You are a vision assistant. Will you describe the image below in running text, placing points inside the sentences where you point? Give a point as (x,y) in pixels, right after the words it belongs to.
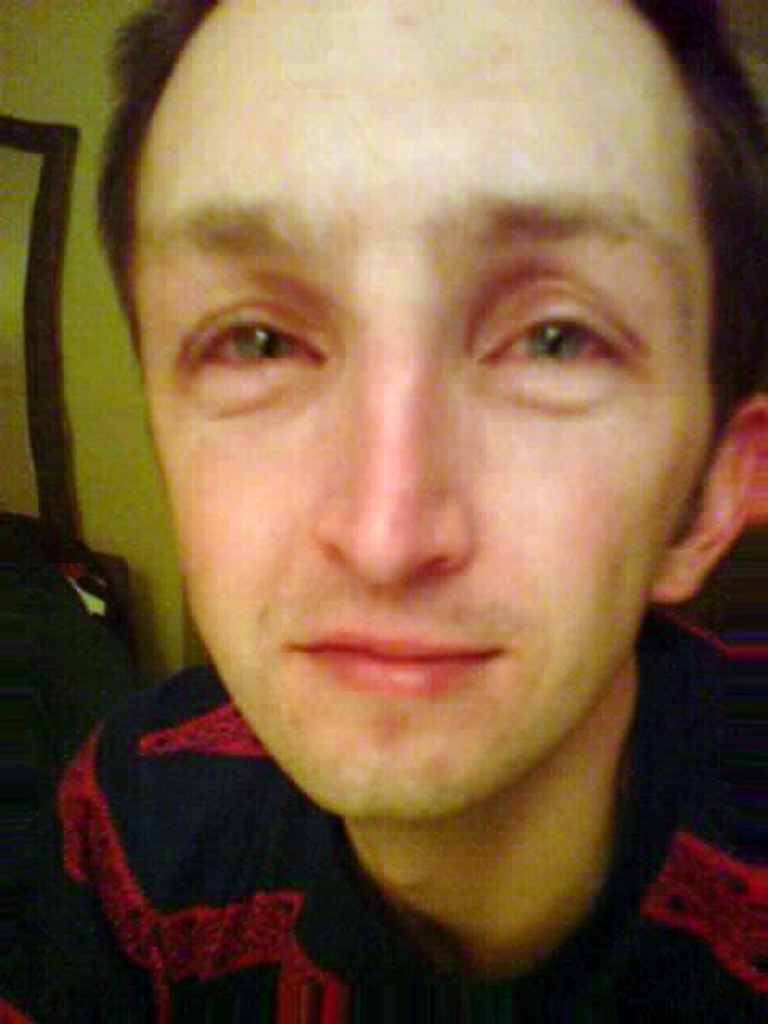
In this picture we observe a guy (383,318) who has red eyes (563,351) and a long forehead (333,122).
